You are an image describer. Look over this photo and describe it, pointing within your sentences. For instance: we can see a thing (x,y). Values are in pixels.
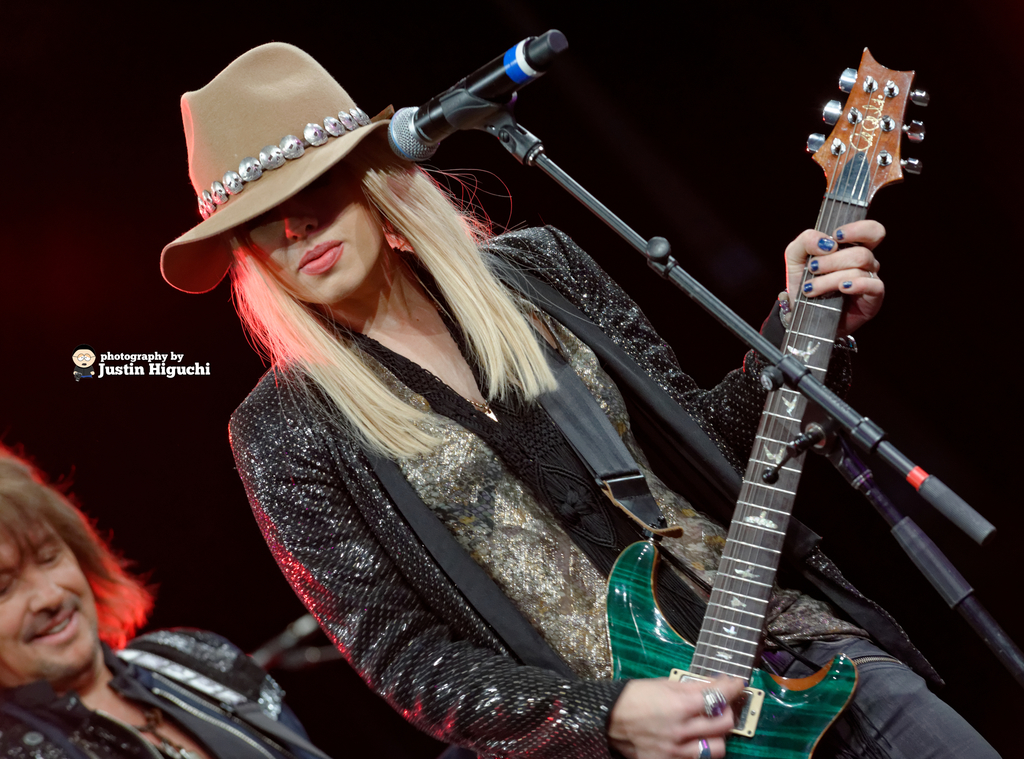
In the picture we can see a lady (548,430) playing guitar (767,544). There is a microphone (430,123) in front of her which is attached to a stand (456,117). She is wearing a hat (284,98). She is wearing a black jacket (359,590). there is person (145,728) in the bottom left corner (138,731) he is wearing black jacket (54,727). He is smiling.
